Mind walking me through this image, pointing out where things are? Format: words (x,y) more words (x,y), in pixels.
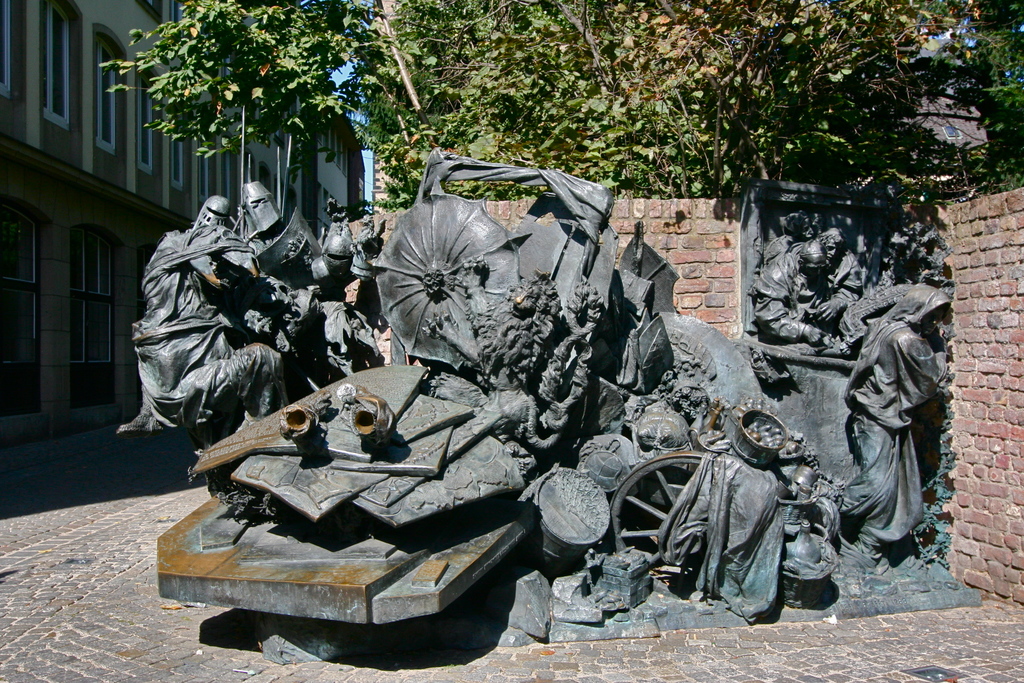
Here we can see statues (543,500) on the surface (929,648). Here there is a brick wall (731,276) and trees (750,172). Left side of the image (64,236), we can see buildings (331,187) with walls (44,181) and windows (27,251).
